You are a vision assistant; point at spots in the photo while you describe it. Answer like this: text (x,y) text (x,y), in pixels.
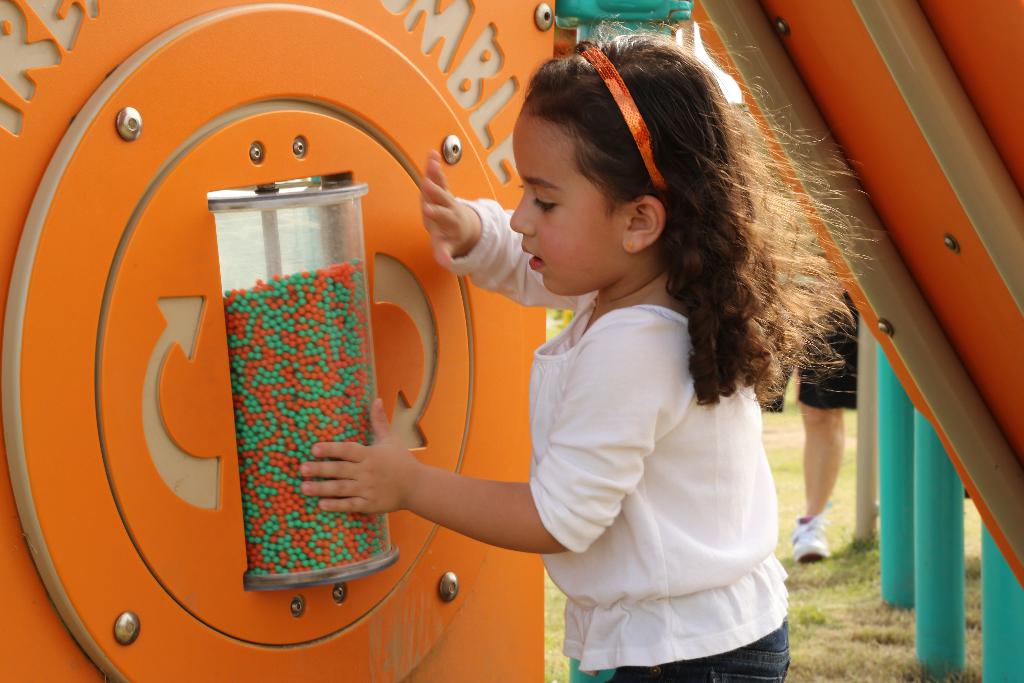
In this image there is a girl (562,339) touching some playing equipment (402,400), behind the girl (716,435), there are legs (814,428) of a person (856,386) and there is playing equipment (906,348).
